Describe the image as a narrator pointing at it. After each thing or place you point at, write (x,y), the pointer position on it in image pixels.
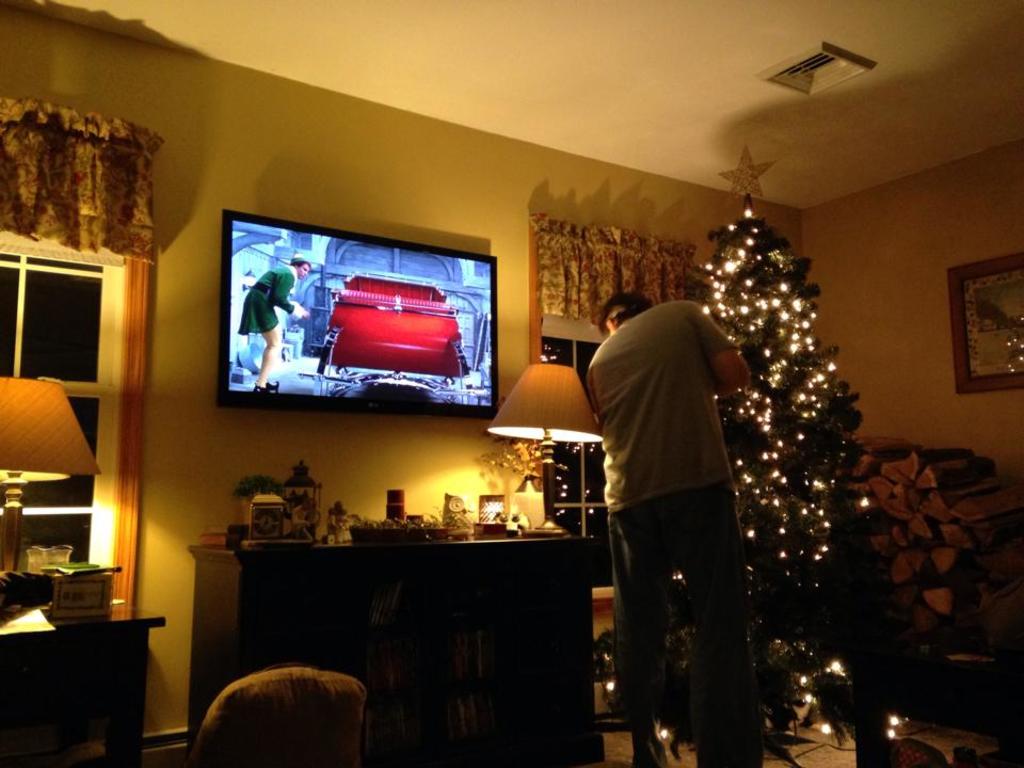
Here we see a inner view of a room (971,559) and a man (697,312) standing and lighting Christmas tree (771,516) and we see a television (463,252) and a table (204,611) and a light (514,430).
